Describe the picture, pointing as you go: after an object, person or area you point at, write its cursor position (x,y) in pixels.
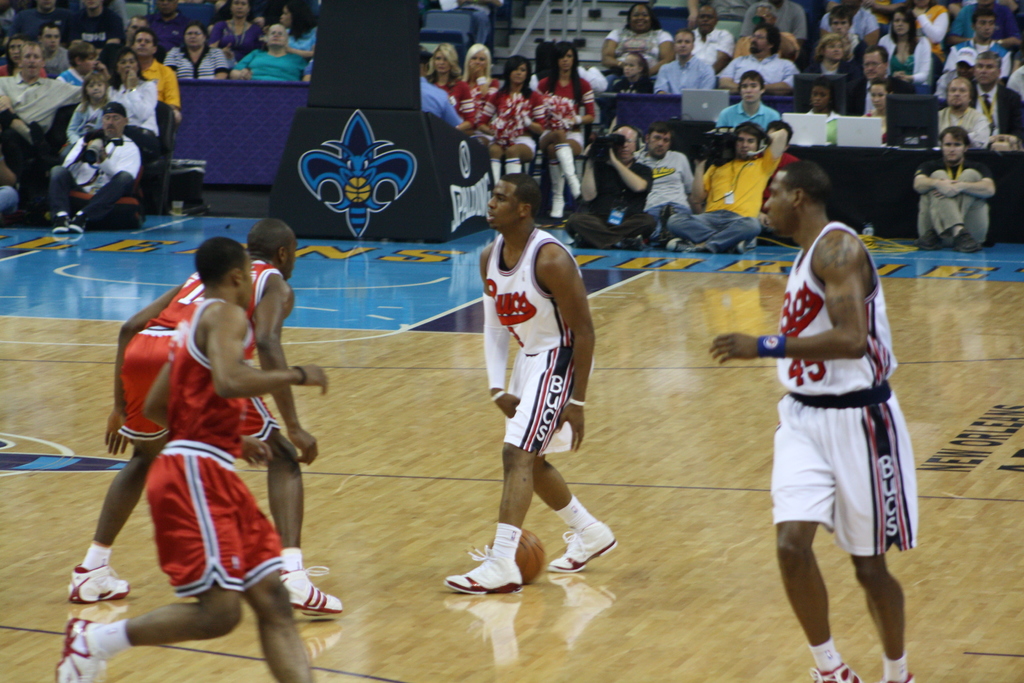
In this picture we can see some people (520,443) are playing basket ball game, at the bottom (476,476) we can see floor (553,534), in the background (754,40) there are some people (748,59) sitting, two persons (707,182) in the middle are holding cameras (701,144), we can also see a table (838,155) in the background (868,159), there is a laptop (853,136) present on the table (851,149).
